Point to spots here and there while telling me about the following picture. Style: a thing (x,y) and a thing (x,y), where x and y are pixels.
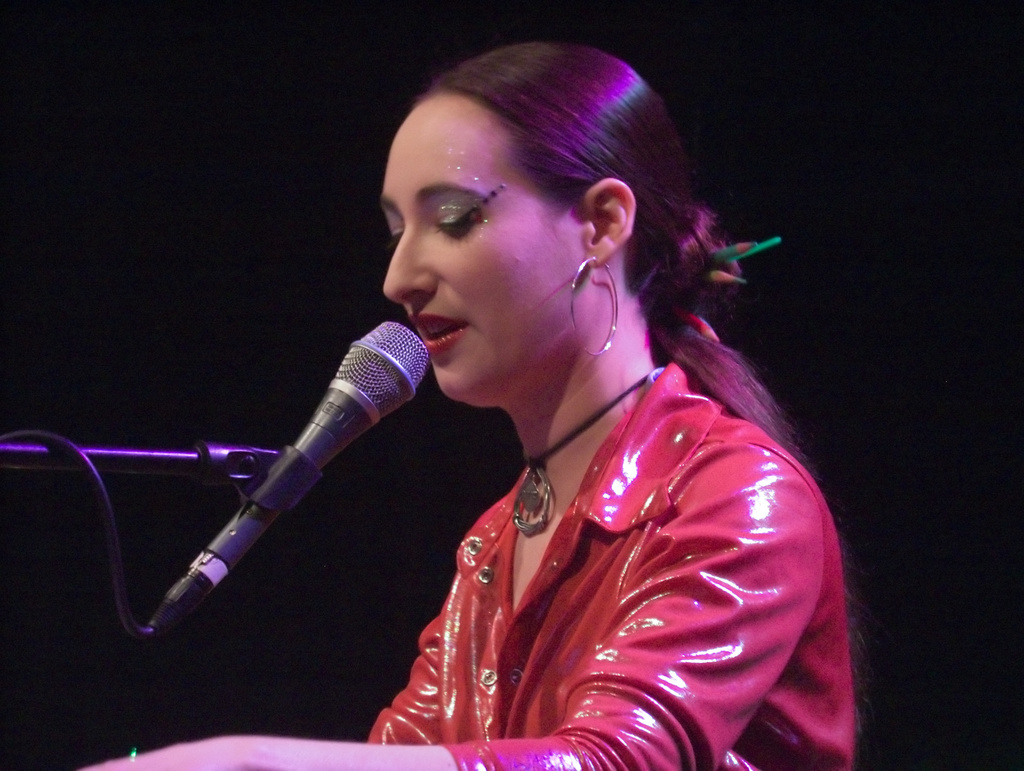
In this image I can see a woman (617,418) is talking in the microphone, she is wearing a red color coat (685,592).
